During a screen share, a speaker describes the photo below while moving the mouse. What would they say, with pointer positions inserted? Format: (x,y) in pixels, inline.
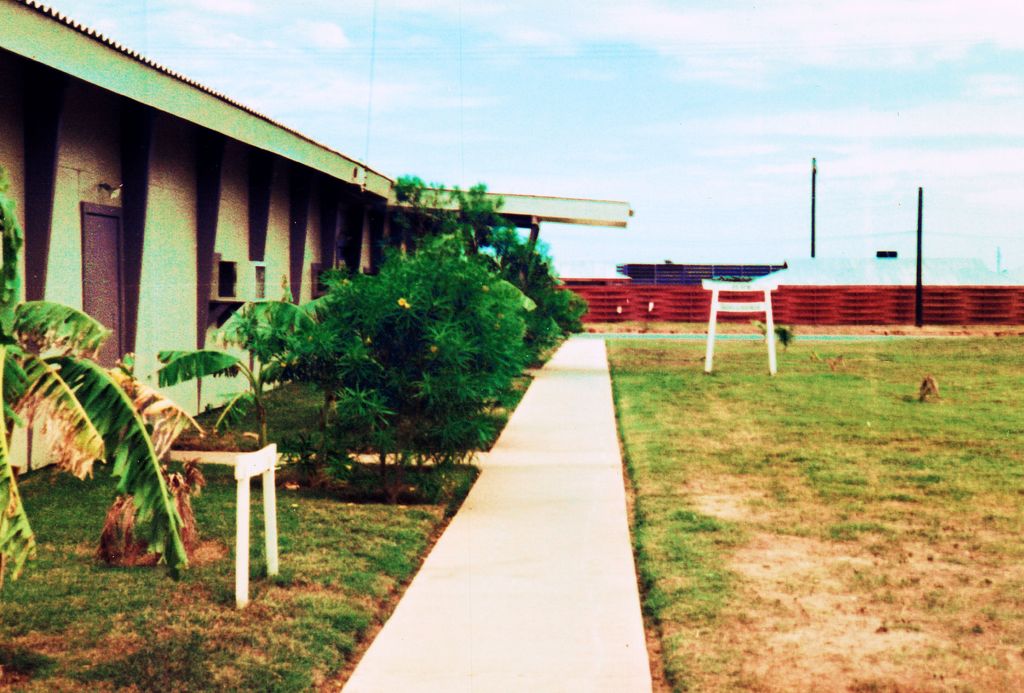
In this image I can see a ground (906,364), on the left side (193,180) I can see building (286,175) and trees (333,304) and bench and in the background (323,65) I can see the sky (892,49) and wall (898,286), pole (920,248).
